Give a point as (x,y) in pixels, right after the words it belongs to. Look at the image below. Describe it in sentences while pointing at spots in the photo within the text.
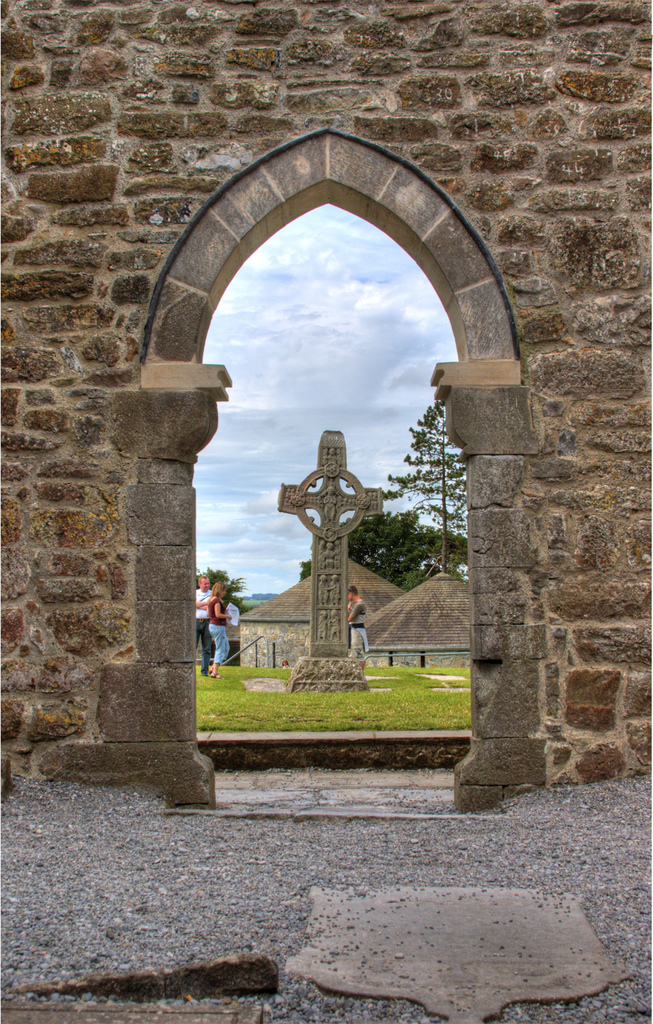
In this picture we can see a stone wall (189,142) in the front (204,142), at the bottom (233,900) there are some stones (215,877), we can see grass (315,710), three persons (361,604), houses (390,627) and a memorial (331,613) in the middle (336,568), in the background (438,509) there are trees (413,553) and the sky (289,335).
